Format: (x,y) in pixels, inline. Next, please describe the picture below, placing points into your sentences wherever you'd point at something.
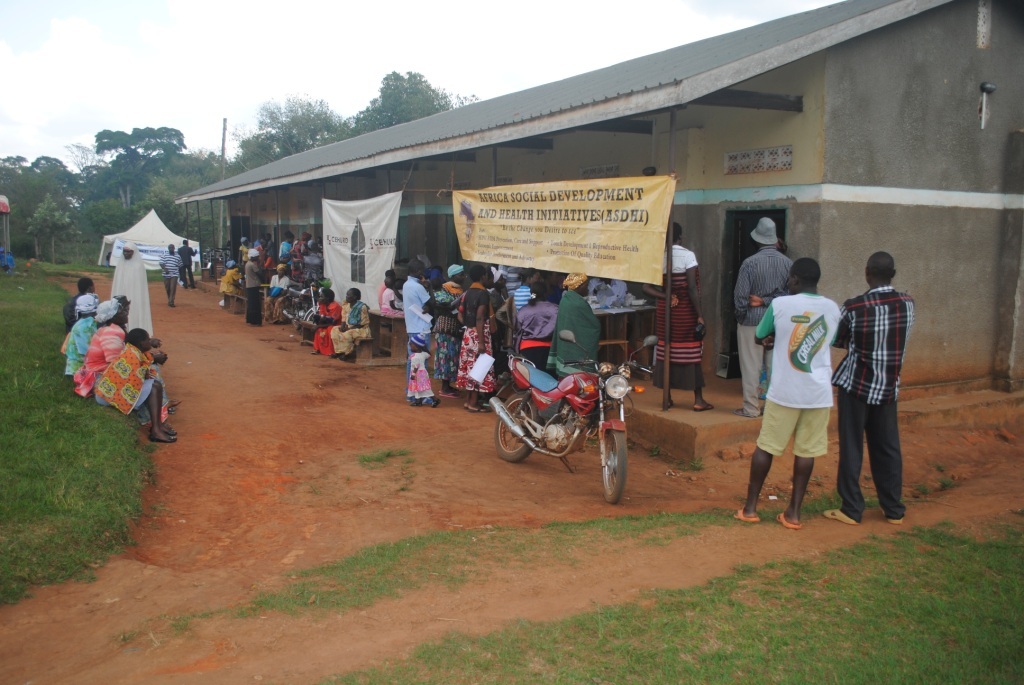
This picture is clicked outside. In the center (436,325) we can see the group of persons (580,307) standing and we can see the group of persons (329,341) sitting and we can see the green grass (851,610), house (480,141), metal rods (225,211) and the banners (535,211) on which we can see the text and some picture (352,267). In the background (191,59) we can see the sky (36,78), trees (84,203), plants (73,246) and some other objects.
